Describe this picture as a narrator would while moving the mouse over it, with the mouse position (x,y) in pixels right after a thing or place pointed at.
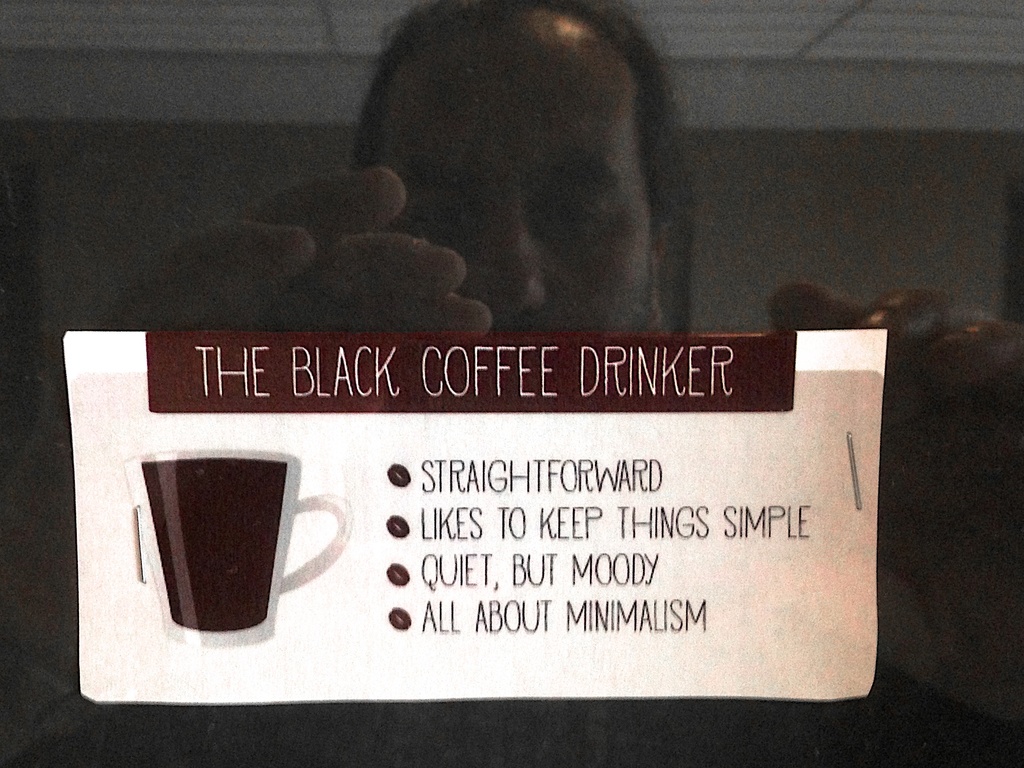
In this picture I can see a man (516,158) standing and I can see a paper (438,516) with some text (562,574).
